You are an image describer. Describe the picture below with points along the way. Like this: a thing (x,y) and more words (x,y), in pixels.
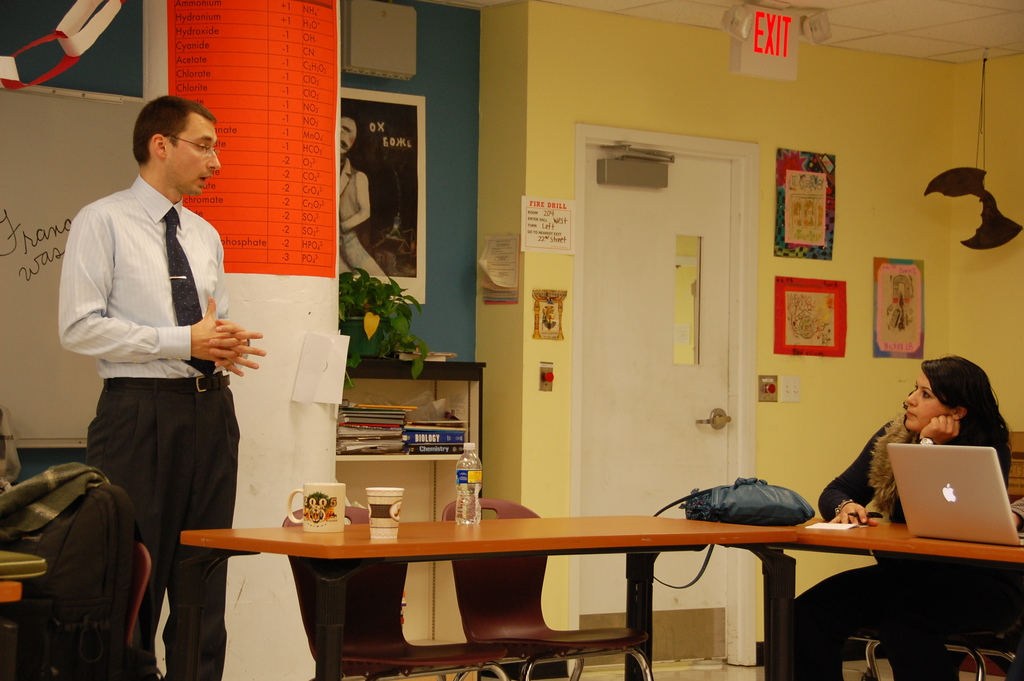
In this picture there are two people (105,204), the woman (944,401) is sitting at the table (892,539) with her laptop (930,517) on the table (903,533). The man (132,299) is talking with her. There is a door (659,219) in the background (626,213) above which there is EXIT written on the white box (787,41). We observe many posters (549,220) attached to the wall (815,270) and hangings (948,173). There is a whiteboard (98,110) in the background (98,108). There are mugs (334,503) on the table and a water bottle (474,499).
